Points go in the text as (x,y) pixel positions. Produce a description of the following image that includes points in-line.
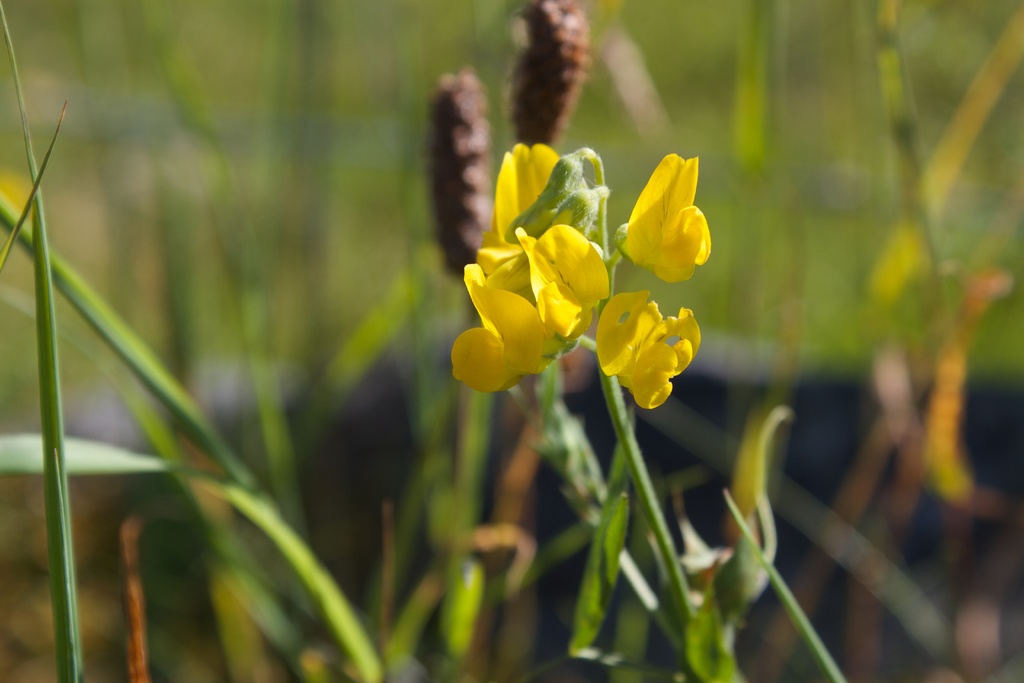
In this image in the middle (552,340) there are flowers (650,334), stems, buds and plants (258,526). In the background (571,147) there is greenery (304,179).
